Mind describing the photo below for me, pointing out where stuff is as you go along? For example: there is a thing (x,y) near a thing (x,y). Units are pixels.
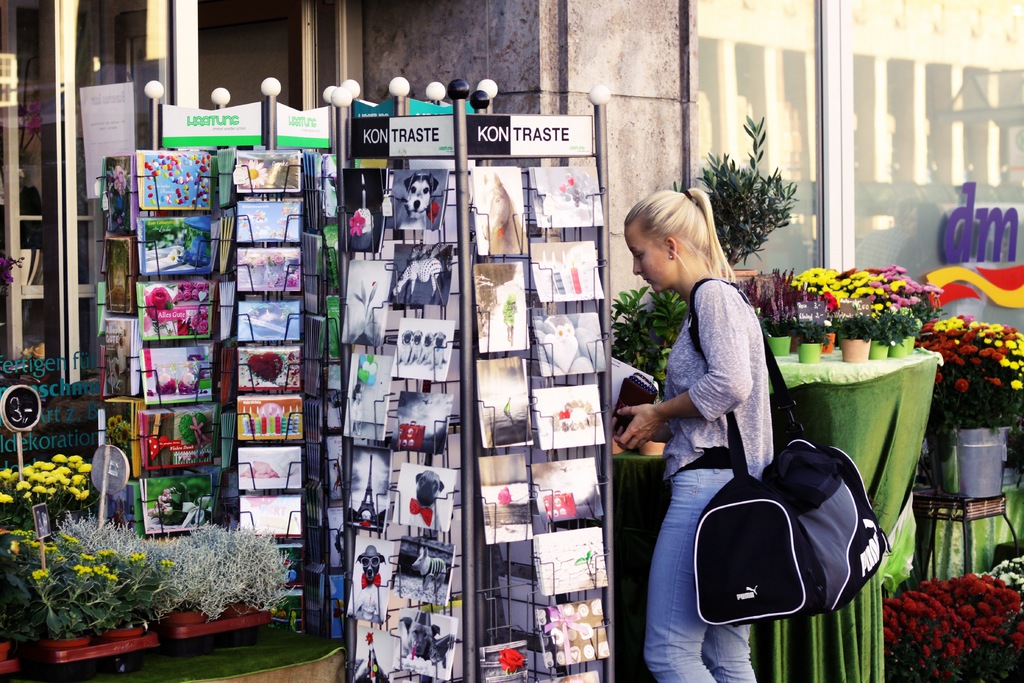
In this image on the right side (704,267) there is one woman (708,477) who is standing and she is wearing a bag (774,507) and on the right side (829,349) there are flower pots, plants (939,332) and flowers (950,345) are there and on the top of the right corner (888,58) there is one window (902,58) and in the middle of the image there is one wall (559,46) and on the left side (292,255) there are some cards (410,298) and in the bottom of the left corner (173,580) there are some flower pots (128,634), plants (108,569) and flowers (49,488) are there and on the top of the left corner (43,66) there is one glass window (56,66).
